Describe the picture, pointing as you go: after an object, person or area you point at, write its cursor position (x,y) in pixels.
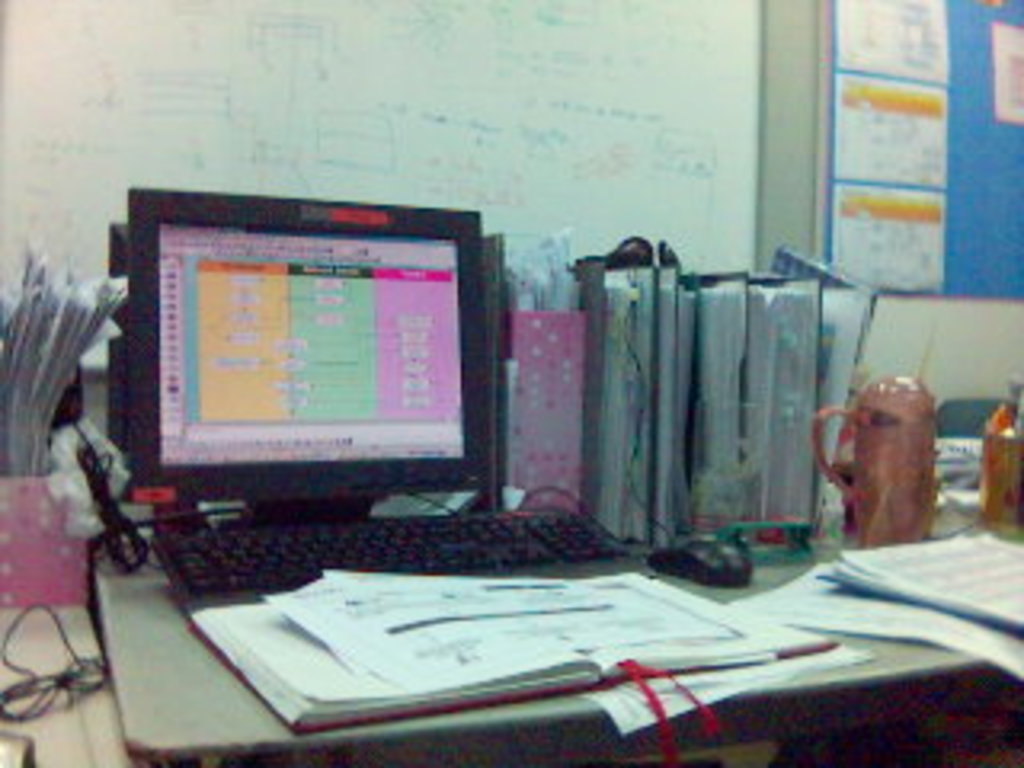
In this image there is a table (142,752). On the table (927,662) there are papers (791,625), books (614,641), files (712,345), a computer (435,350), cable wires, a jar (886,431) and pen holders (1016,448). Behind the table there is a wall (895,322). There are boards (731,109) on the wall (804,104). There is text (273,69) on a whiteboard (392,93). To the right (892,113) there are papers (874,57) sticked on the board (980,130).
